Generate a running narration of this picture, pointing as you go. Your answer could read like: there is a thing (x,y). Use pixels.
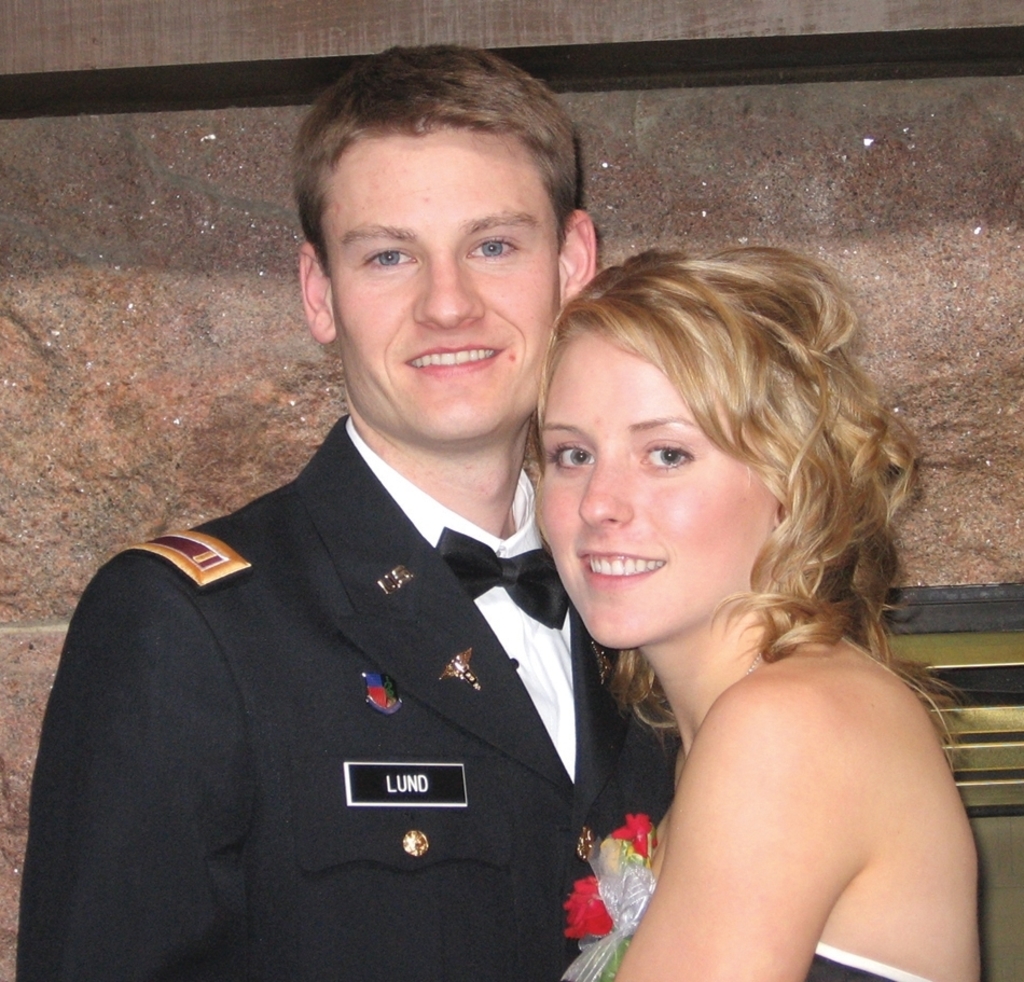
There is a person (321,639) in a suit (337,671), smiling and standing. Beside him, there is a woman (825,834) smiling and standing. In the background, there is a wall (876,345).
